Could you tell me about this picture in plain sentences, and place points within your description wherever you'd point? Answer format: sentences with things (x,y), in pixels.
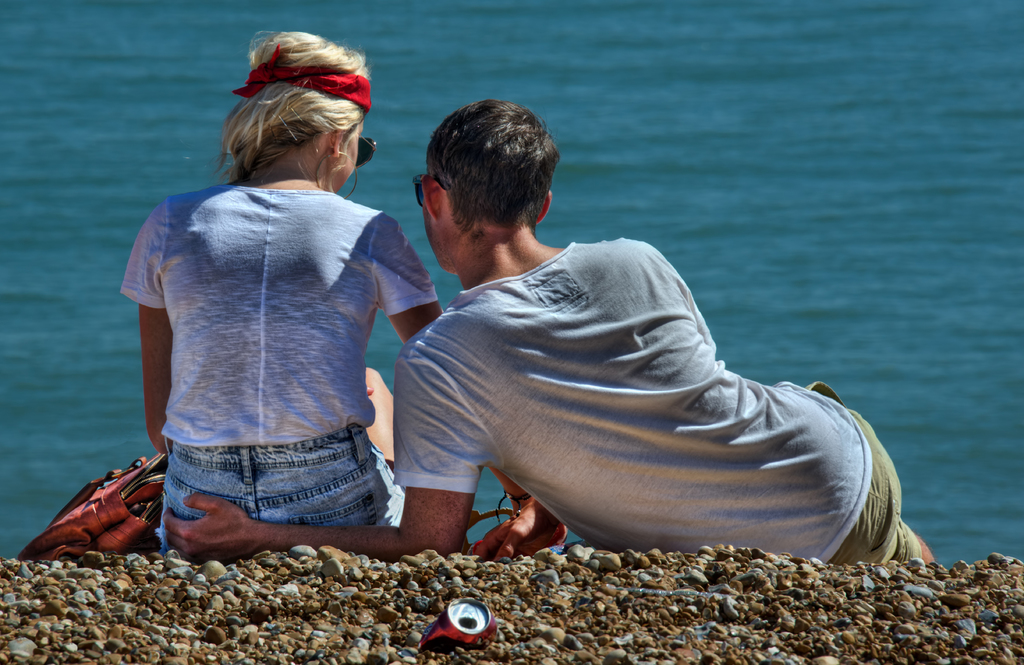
In this image we can see two people (494,292) sitting on the surface (622,575) near to the lake (903,321), one handbag (120,510) on the surface (318,639), one lake (913,305) and some stones (45,568) are there.
